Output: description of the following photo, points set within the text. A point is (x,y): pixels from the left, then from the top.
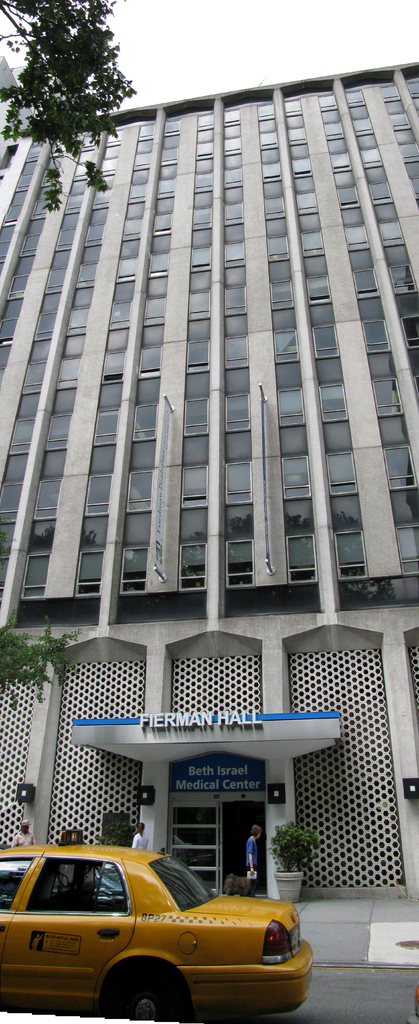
In the image we can see a building (226,489) and these are the windows (232,548) of the building (280,541). Here we can see the vehicle (229,973) on the road (315,1021), there are even people (256,865) standing, wearing clothes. Here we can see plant pot (280,881), leaves (42,93), text (198,773) and the sky (212,39).
